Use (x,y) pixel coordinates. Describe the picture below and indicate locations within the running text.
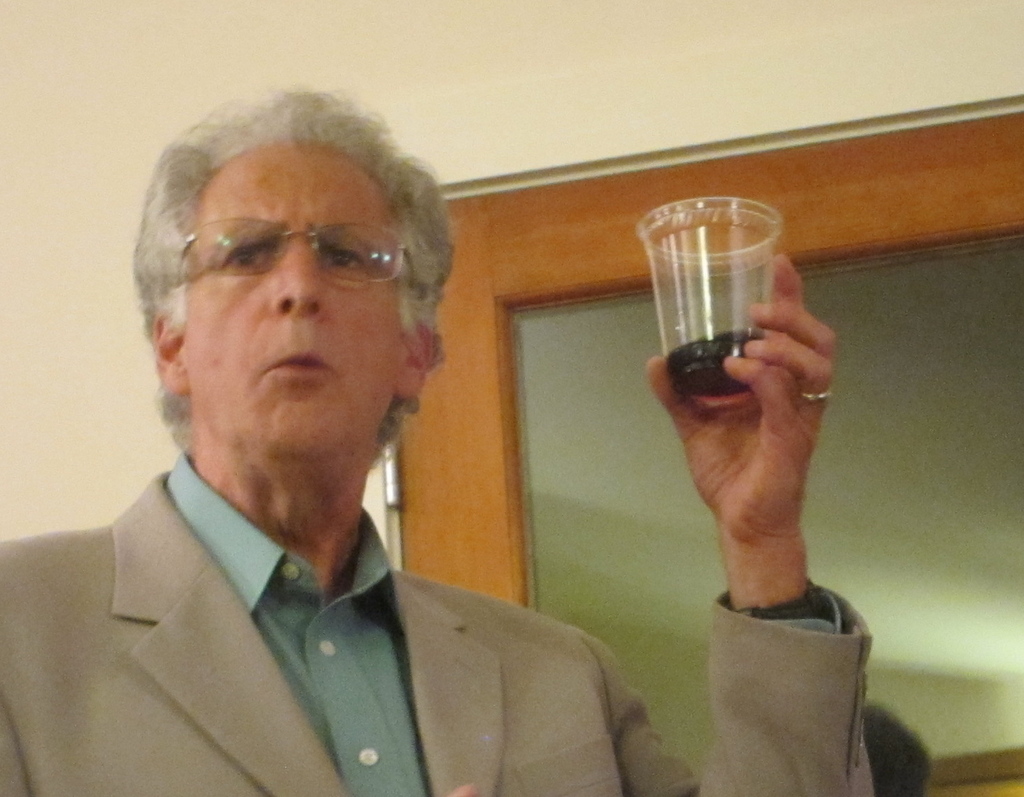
In this picture there is a person (304,738) wearing suit (291,742) is holding a glass of drink (740,388) in his hand (786,302).
